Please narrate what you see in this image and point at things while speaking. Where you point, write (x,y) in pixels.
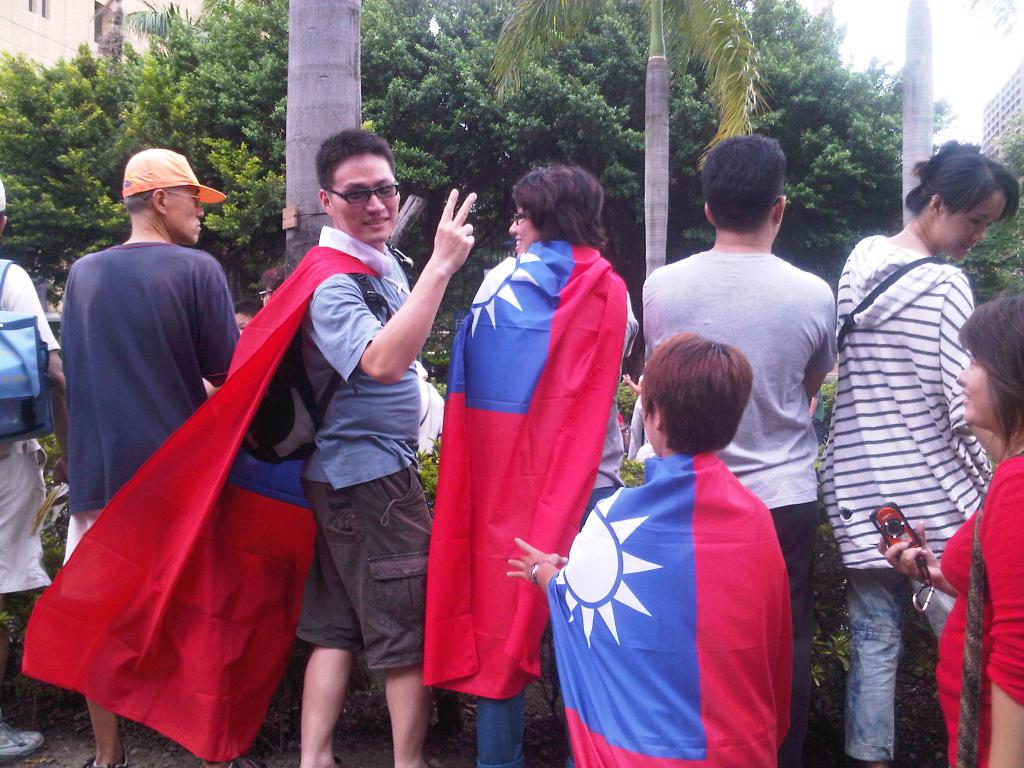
In this image there are a few people (448,441) standing and few (909,565) are holding their bags (979,575) and objects (926,564) in their hands (927,551), in front of them there are plants (427,458), trees (469,151) and buildings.
